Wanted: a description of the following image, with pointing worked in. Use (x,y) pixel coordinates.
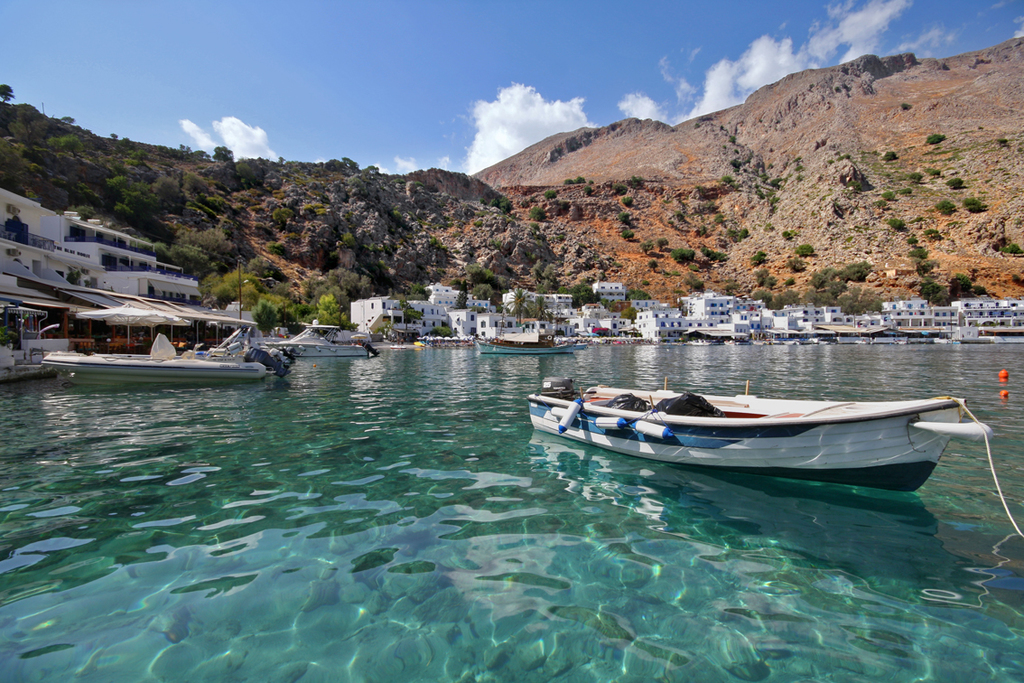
In this image I can see the water (370,536), few boats (710,455) on the surface of the water (482,364) and few buildings (129,292) which are white in color. In the background (366,222) I can see few mountains (828,106), few trees (197,241) on them and the sky (453,98).
